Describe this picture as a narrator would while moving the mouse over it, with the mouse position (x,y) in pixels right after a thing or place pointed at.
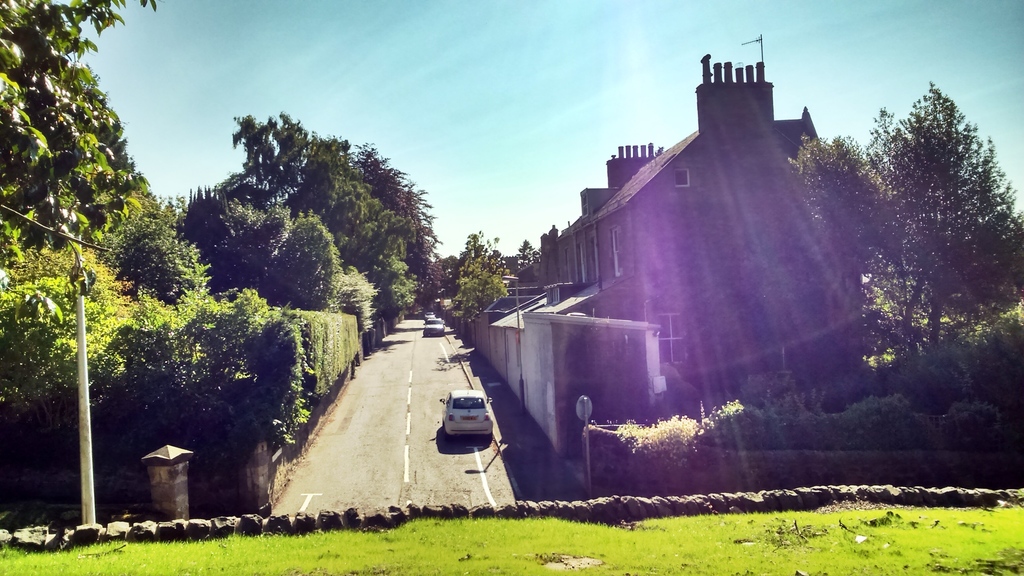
In this picture I see the grass (771,548) in front (385,548) and I see the stones (343,526). In the middle of this picture (667,210) I see number of houses (706,232), trees (1017,287) and I see the road (398,330) on which there are few cars (460,392). In the background (219,60) I see the clear sky (445,58) and I see a white color pole (91,478) on the left side of this image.
